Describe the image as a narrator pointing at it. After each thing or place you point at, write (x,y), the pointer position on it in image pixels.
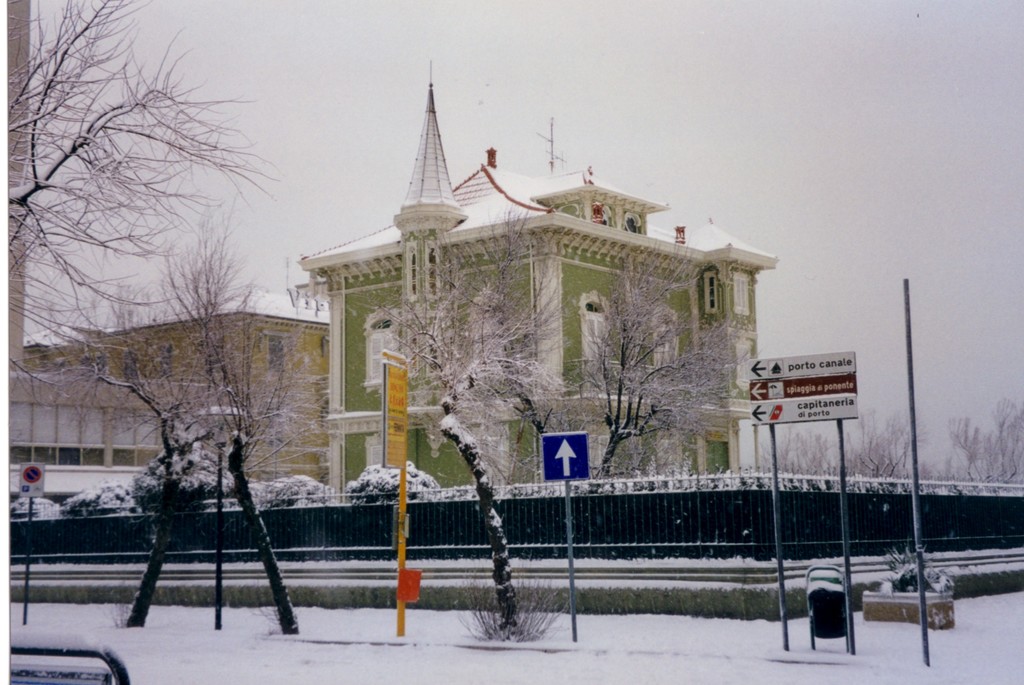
In the background of the image (329,322) there are buildings (425,236). At the bottom of the image (476,648) there is snow (445,657). There are trees (422,317). There is a sign board (820,400). At the top of the image (569,108) there is sky (382,72).
